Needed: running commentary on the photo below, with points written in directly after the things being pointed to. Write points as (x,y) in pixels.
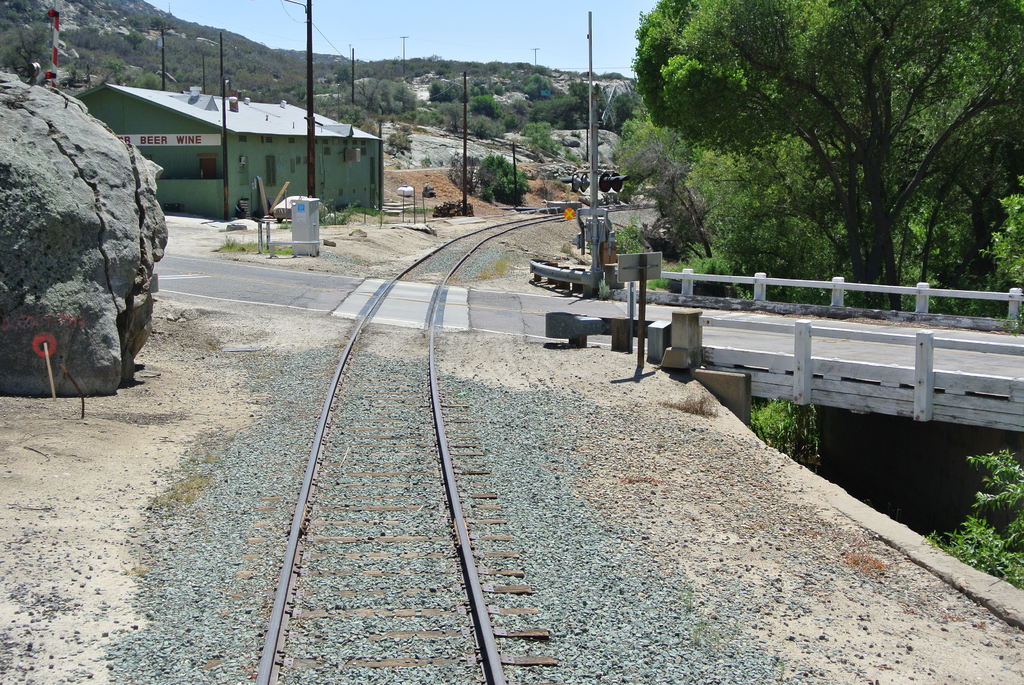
In this image we can see a railway track (402,439) and stones (390,493). On the right side (787,361), we can see a bridge (939,396), plants (819,449) and trees (978,5). On the left side (3,142), we can see a rock (132,304). In the background (273,154), we can see a building (376,163), poles (590,27), mountains (569,150) and trees (519,170). At the top (560,13) we can see the sky (565,37).
